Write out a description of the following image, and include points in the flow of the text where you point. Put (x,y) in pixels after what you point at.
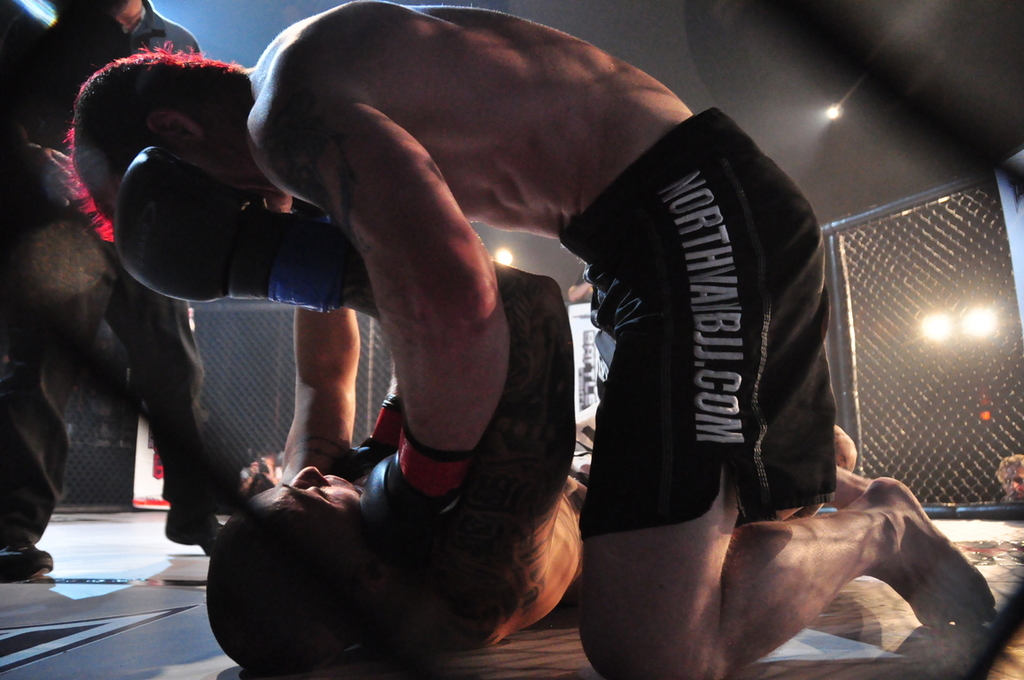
In the image few people (537,42) are doing boxing. Behind them a person (173,420) is standing and watching. Bottom right side of the image (921,476) there is a fencing (981,494). Behind the fencing (1000,495) a person (1017,456) is standing and watching and there is a light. Top of the image (830,98) there is roof (673,81) and light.
